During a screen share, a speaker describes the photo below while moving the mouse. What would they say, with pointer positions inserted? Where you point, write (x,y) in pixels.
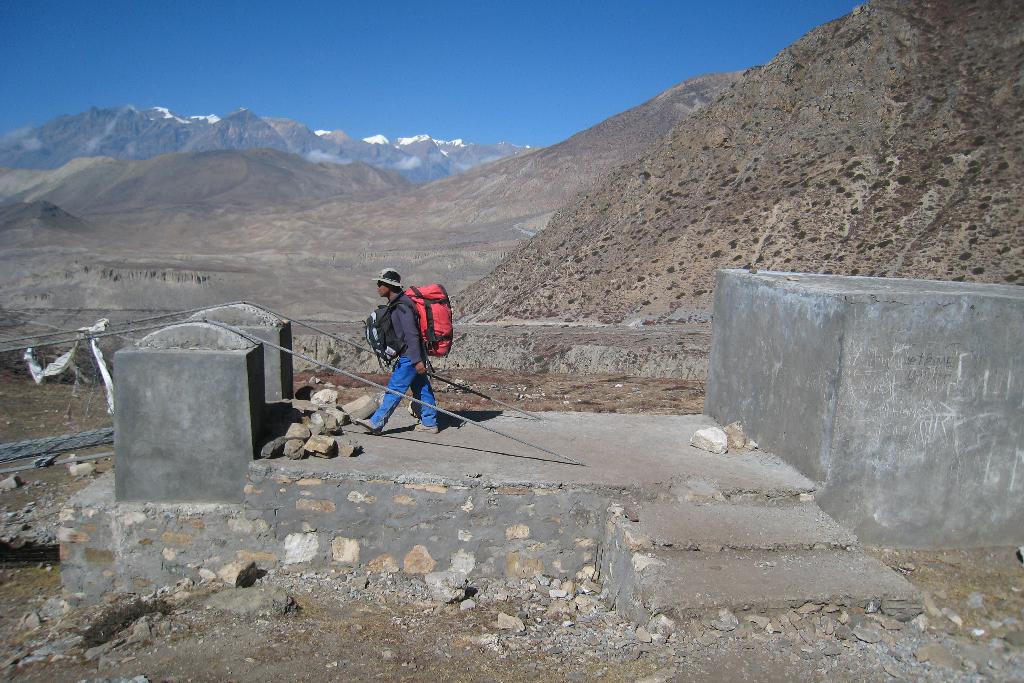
In the image there is a person (402,316) walking in jersey (415,344) on the floor (430,447), it seems to be a cable bridge (465,420) on the left side (138,398), over the back there are hills (389,166) all over the place and above its sky (419,50).
